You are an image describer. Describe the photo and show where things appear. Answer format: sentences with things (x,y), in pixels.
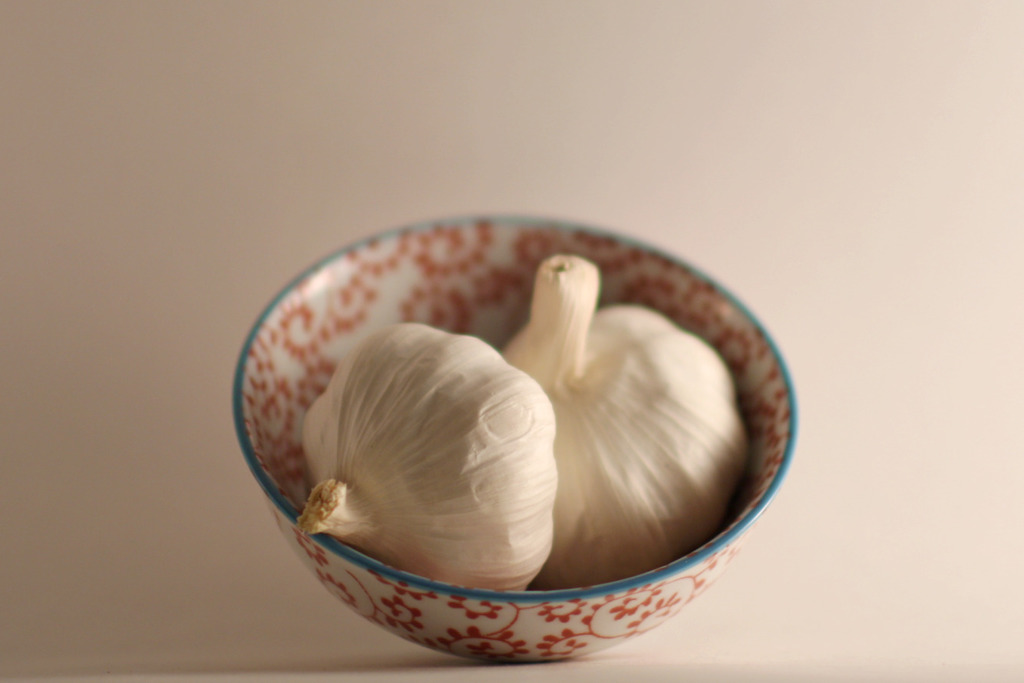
In this image, I can see two garlic (472,511) in a bowl (407,577). The background (131,534) looks white in color.
